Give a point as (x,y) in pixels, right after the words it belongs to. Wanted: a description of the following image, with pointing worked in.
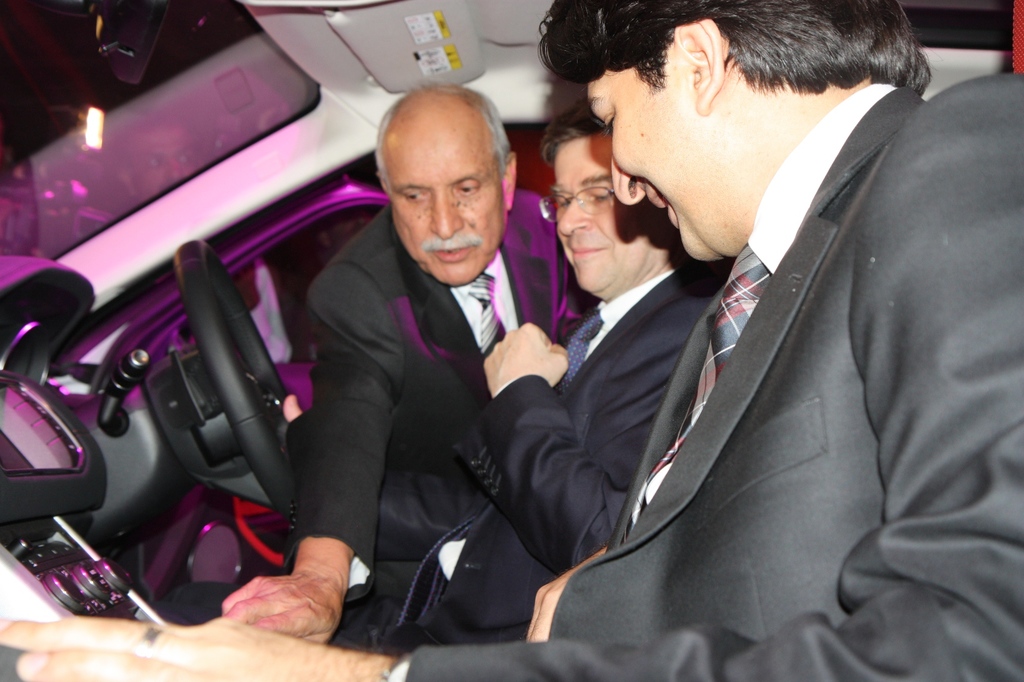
There are two persons (607,454) sitting in car (142,581) and there is another person (481,329) standing and showing something to them.
